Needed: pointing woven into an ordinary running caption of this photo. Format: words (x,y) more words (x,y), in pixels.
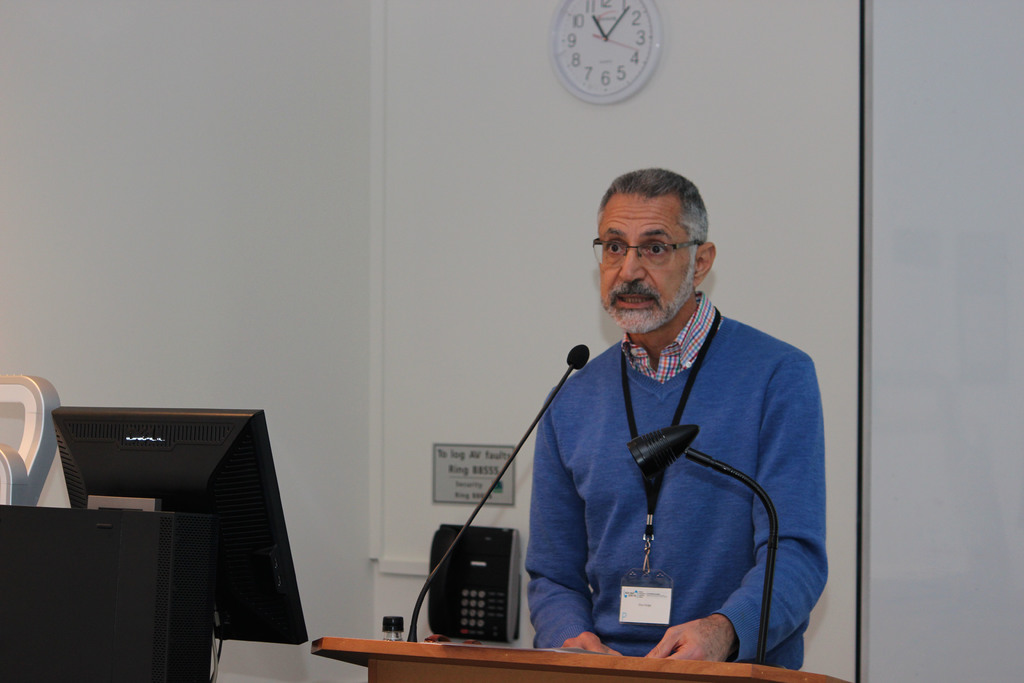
In the center of the image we can see one person (692,534) is standing and he is in a different costume (720,572). In front of him, we can see a wooden object (405,666). On that object (602,676), we can see a microphone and some objects (606,650). On the left side of the image (130,557) we can see a monitor (191,502) and some objects (141,577). In the background (267,356) there is a wall (505,169), wall clock (658,24), paper (453,484) with some text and a landline phone (487,612).
